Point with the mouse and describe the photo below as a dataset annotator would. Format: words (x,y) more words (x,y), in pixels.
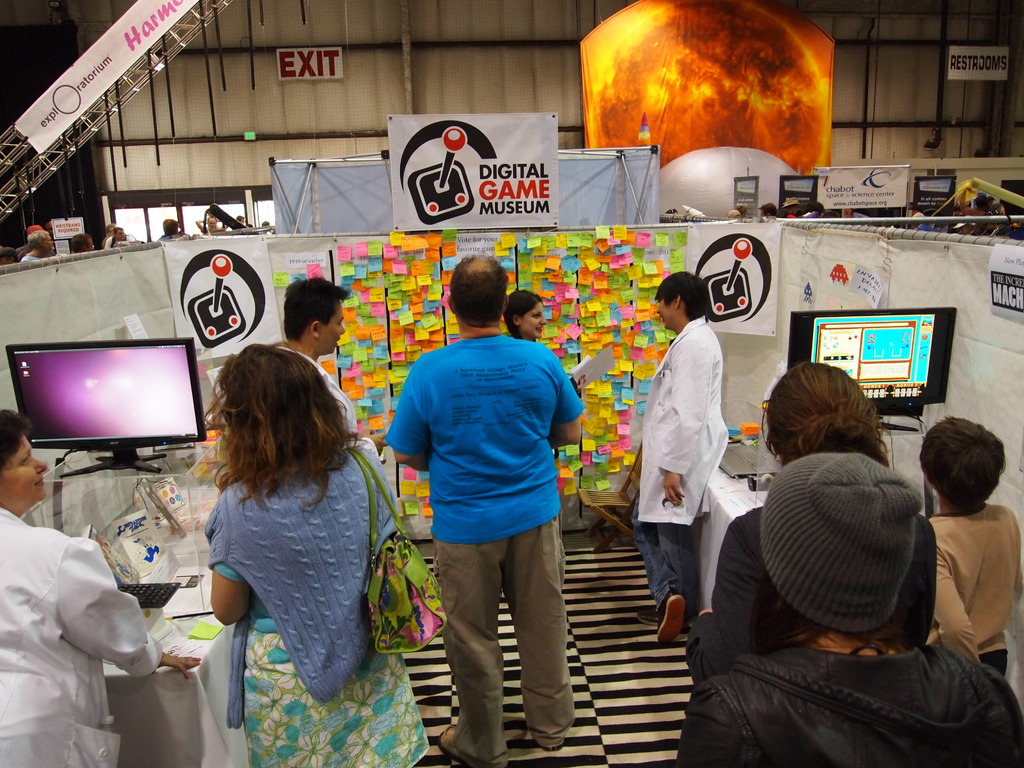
In the picture I can see people (315,493) among them one of the woman (326,528) is carrying a bag (373,547). In the background (537,141) I can see banners (478,214), monitors (110,398) and papers (585,342) attached to an object (557,283). I can also see a wall (333,111) which has boards (304,60) and some other objects (803,165) over here.
